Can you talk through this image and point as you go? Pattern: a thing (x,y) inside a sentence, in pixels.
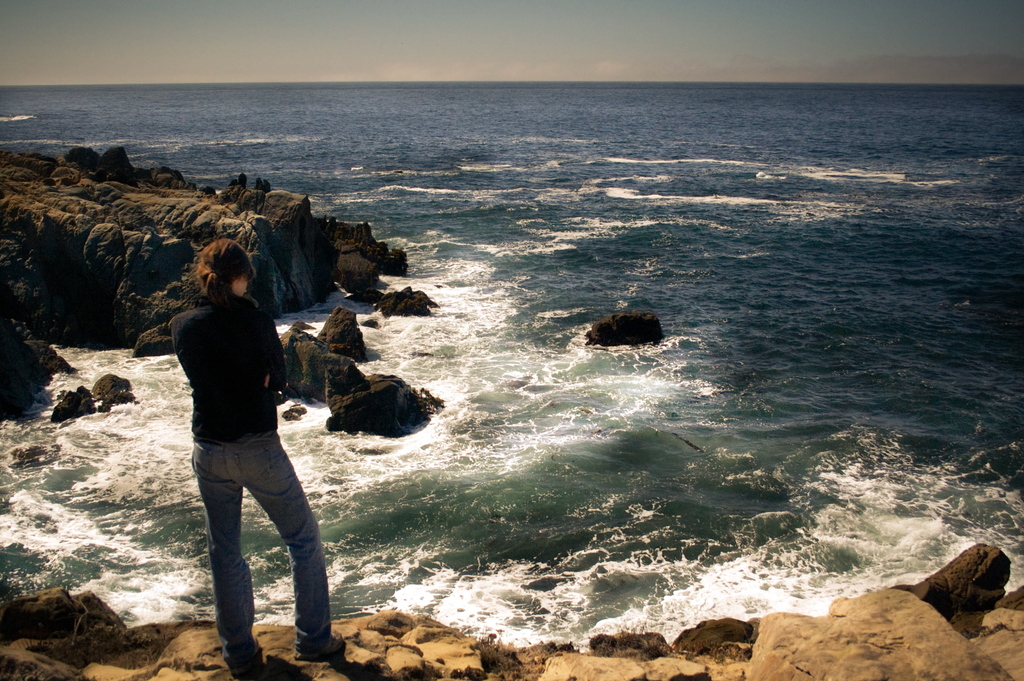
On the left side of the image (242,424) we can see a lady (222,499) standing, before her there is a sea (669,291), rocks (308,232) and sky (404,29).
